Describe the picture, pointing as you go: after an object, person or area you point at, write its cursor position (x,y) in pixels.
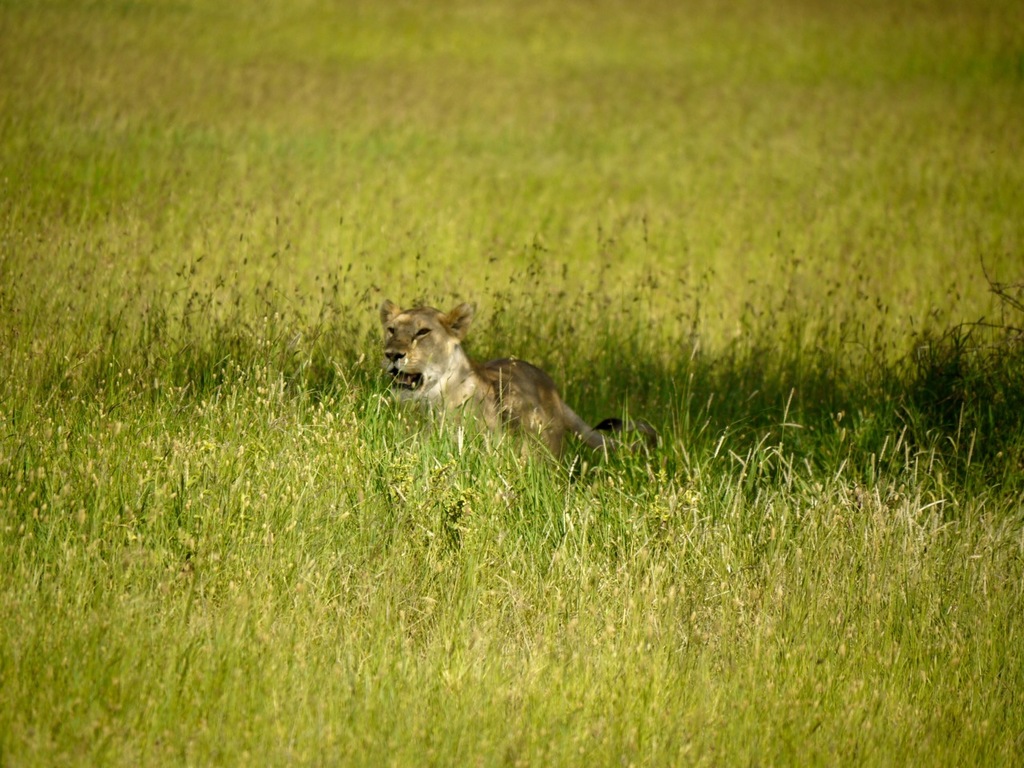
Here we can see animal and green grass (398,413).
